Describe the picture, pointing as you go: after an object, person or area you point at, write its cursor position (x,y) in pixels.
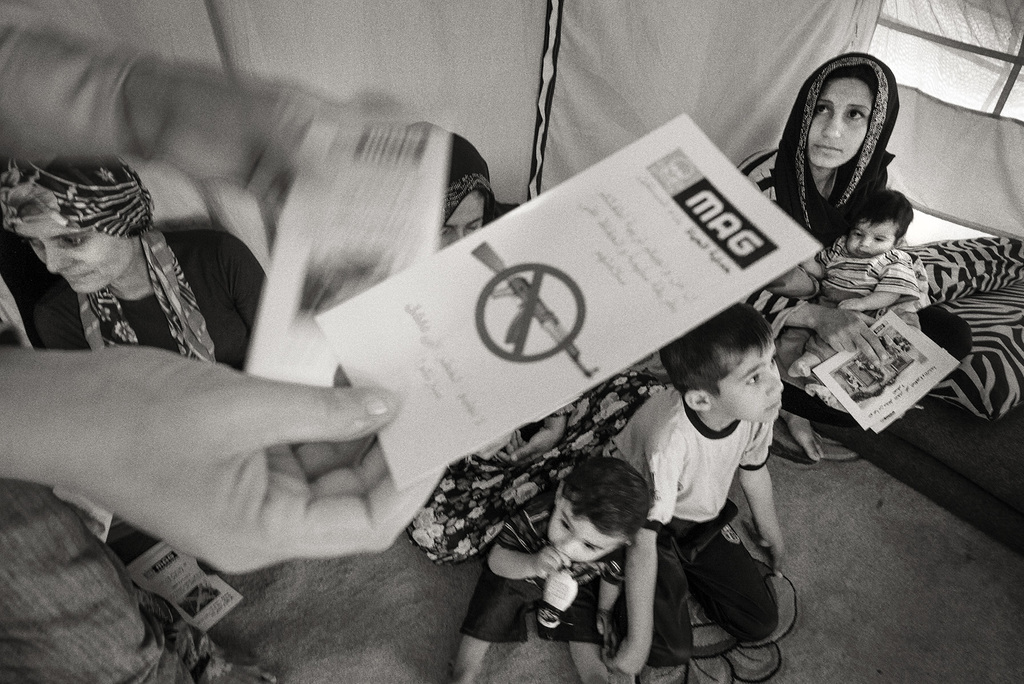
This image consists of few persons (871,234). In the front (492,223), we can see a person (2,496) holding the papers (523,336). At the bottom (458,648), there is a floor (811,548). It looks like a tent (434,1). And we can see three children (727,569) in this image. On the right (1003,371), it looks like a bed (1018,378).
